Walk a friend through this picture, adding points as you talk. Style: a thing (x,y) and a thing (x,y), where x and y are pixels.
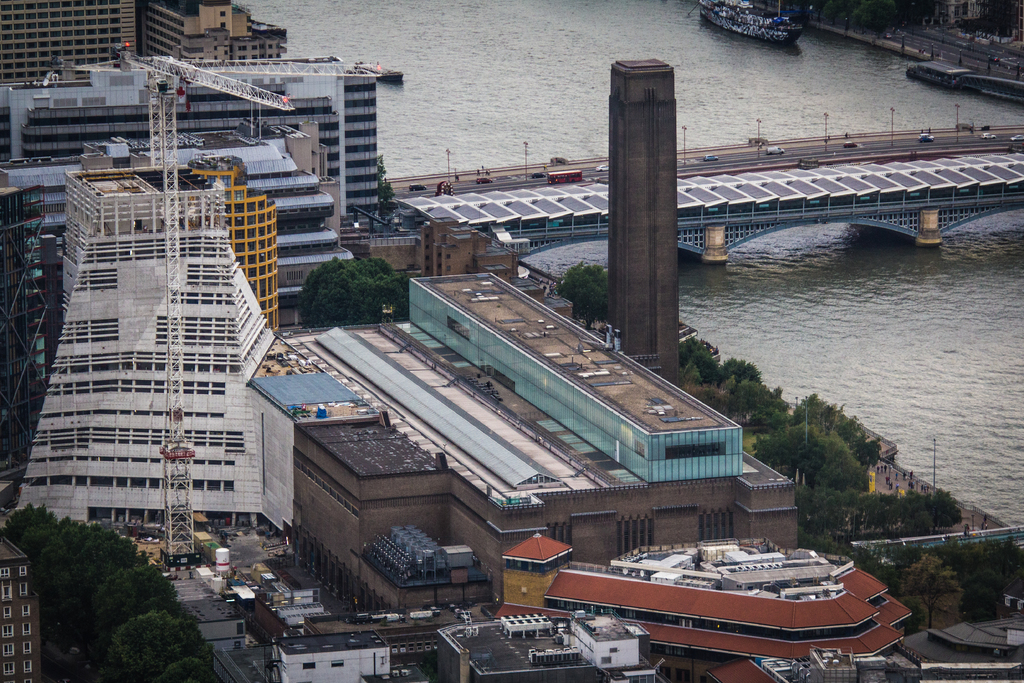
This is the aerial view of some buildings (110,410), road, trees (132,547), bridge (910,184), water (709,78) and some boats (800,31) which are moving on water (874,402).
